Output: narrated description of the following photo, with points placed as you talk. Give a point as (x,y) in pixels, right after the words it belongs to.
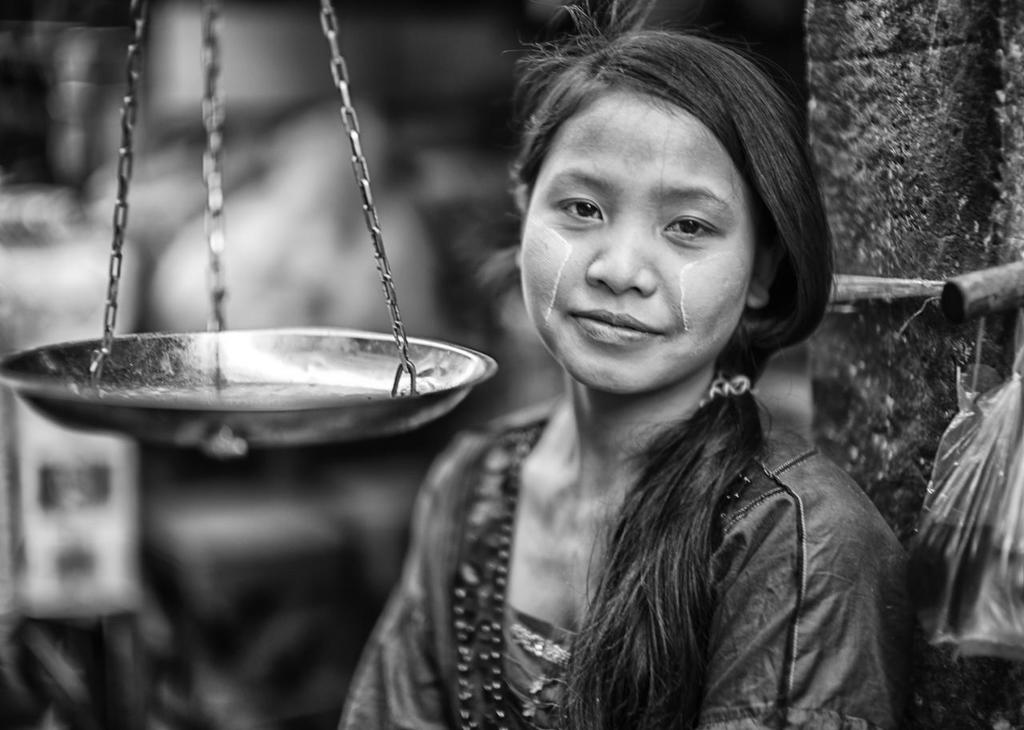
This is a black and white picture, in this image we can see a person (608,386), there is a cover bag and an object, which looks like a weight balance (213,234), also we can see the background (242,223) is blurred.
